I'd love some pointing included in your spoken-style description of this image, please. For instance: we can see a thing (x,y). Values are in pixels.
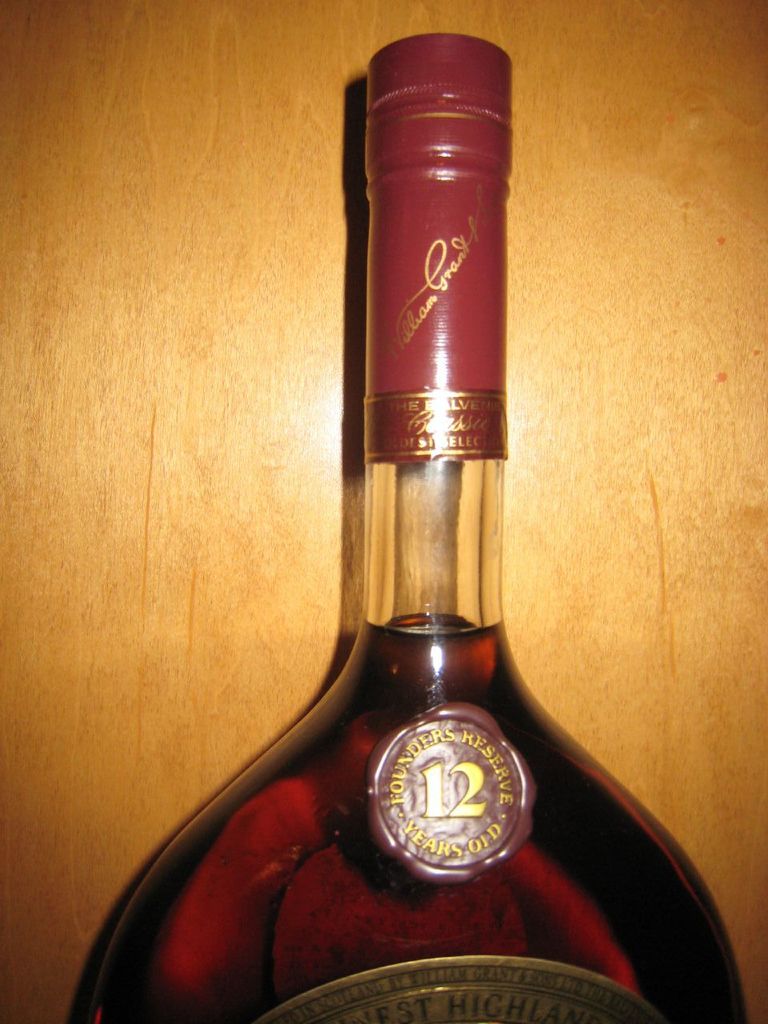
In the image there is a bottle (373,650) in which some liquid content (384,643) is filled and it is labelled as 'founders'.
